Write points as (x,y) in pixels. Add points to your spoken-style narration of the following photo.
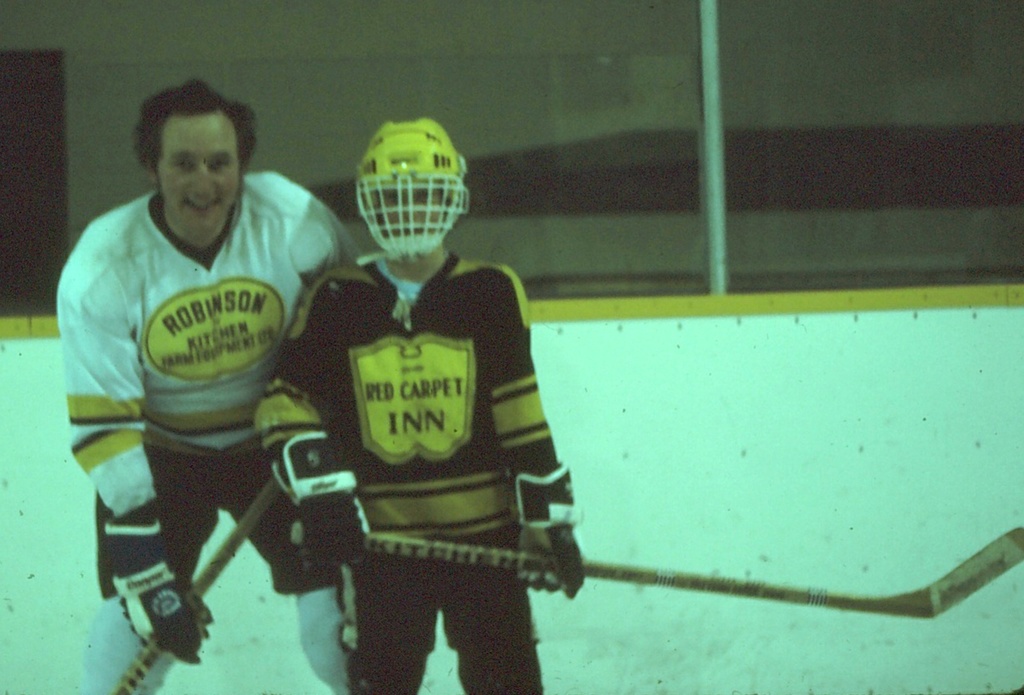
In this picture we can see there are two people (190,430) standing on the ice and holding the sticks (220,569). Behind the people (280,283) there is a wall (553,147).
